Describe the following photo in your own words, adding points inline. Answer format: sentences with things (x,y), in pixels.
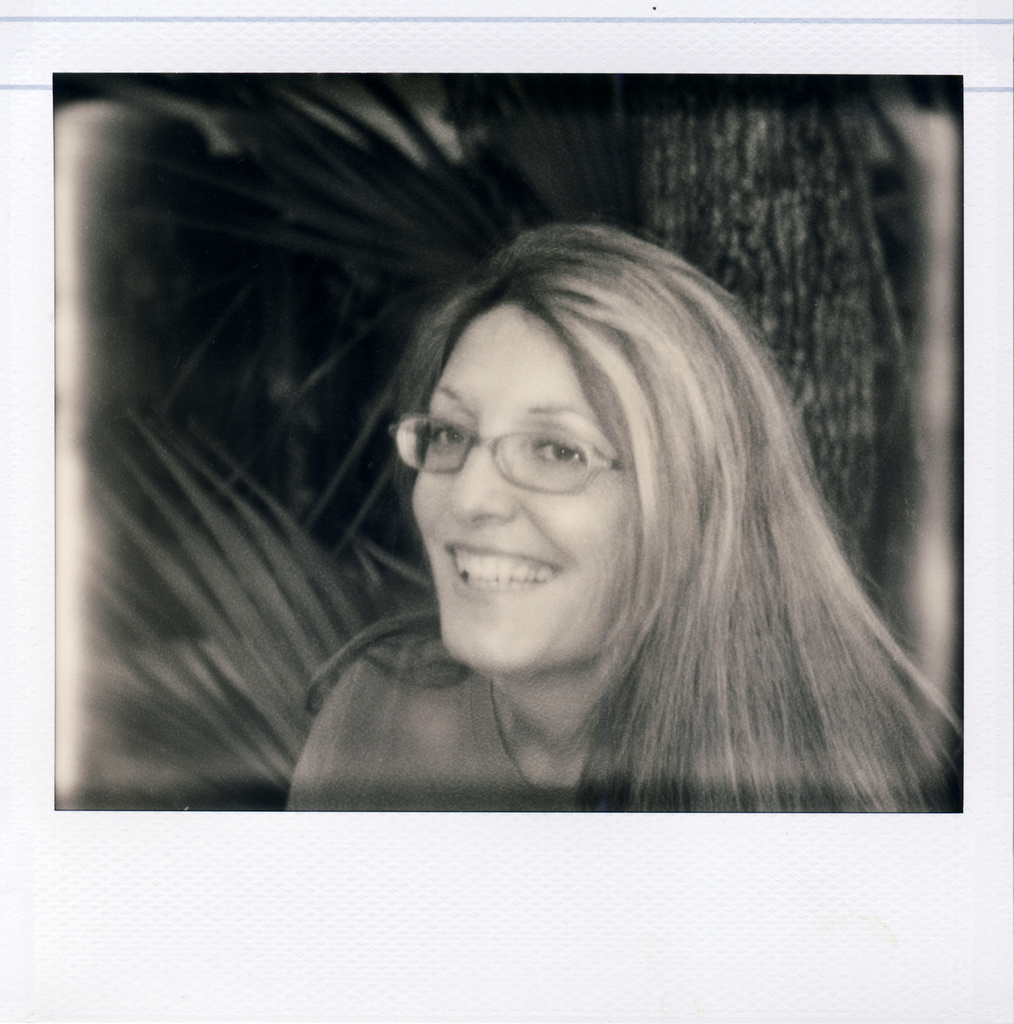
It is an edited and a black and white picture, there is a woman (567,425) in the image she is laughing.
